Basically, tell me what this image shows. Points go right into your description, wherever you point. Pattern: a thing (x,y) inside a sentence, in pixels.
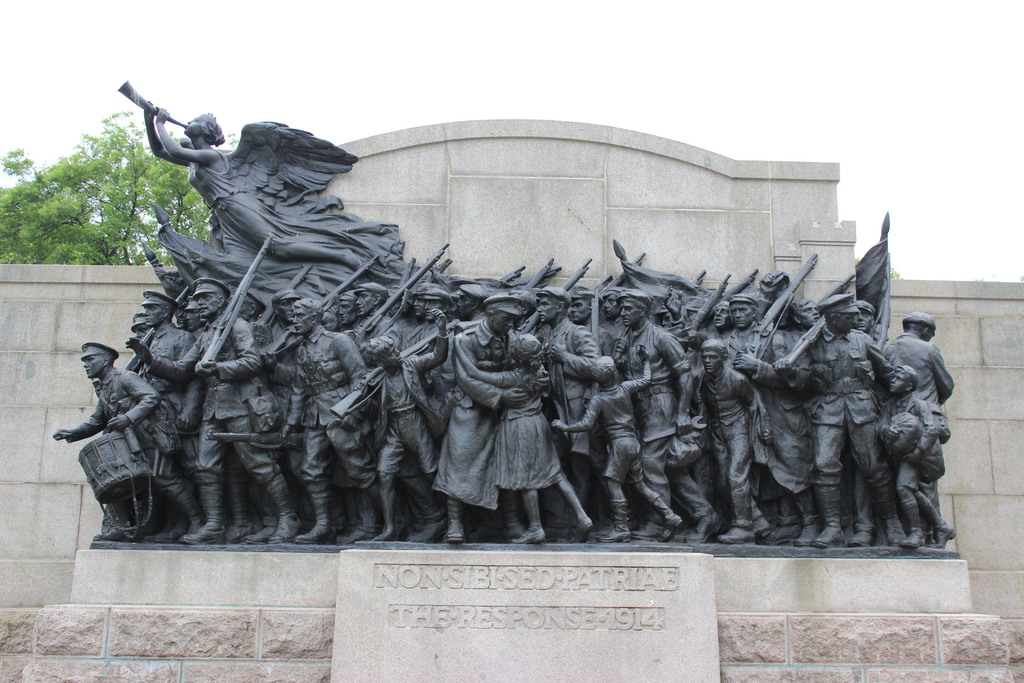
This image consists of statues (268,193) in black color. It looks like a memorial stone (354,604). In the background (14,209), there is a wall (59,590) along with a tree (14,191).
